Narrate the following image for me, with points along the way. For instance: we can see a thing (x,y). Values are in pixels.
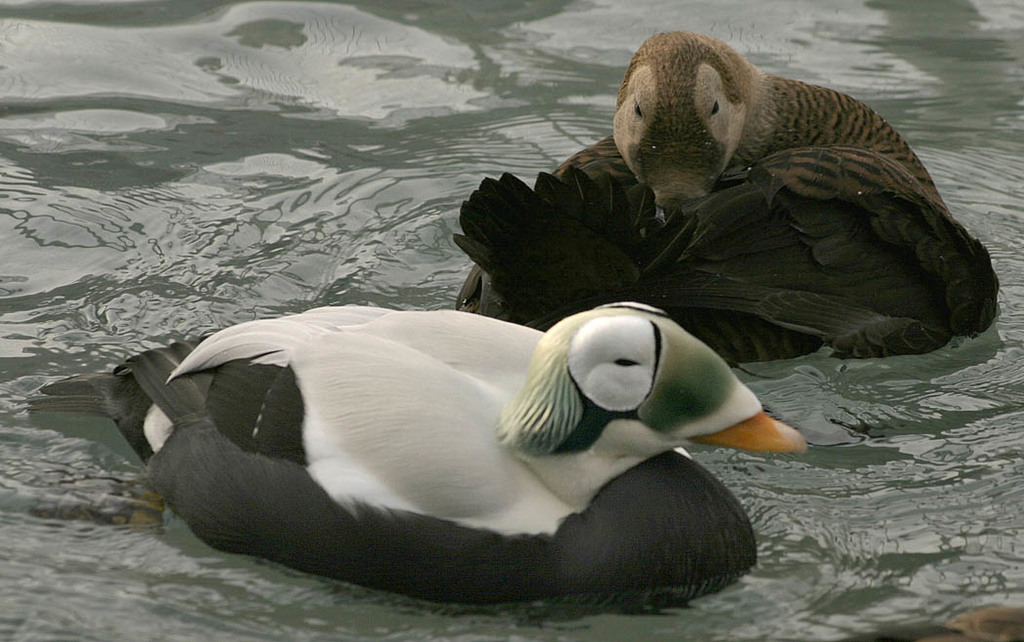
In this image I can see two birds (518,228) on the water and the birds (731,212) are in white, gray and brown color.
